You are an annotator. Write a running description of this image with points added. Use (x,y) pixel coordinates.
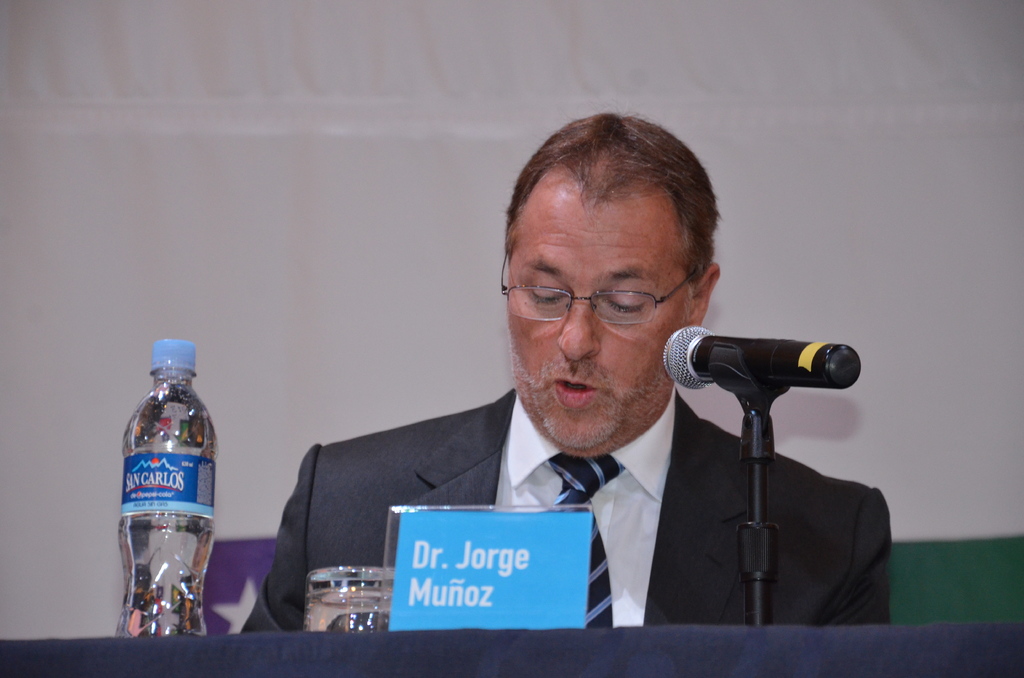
This image I can see a person (565,442) wearing a white shirt (636,506) and black blazer (701,539) sitting at the table (120,638). on the table (447,640) I can see a glass (350,607), a bottle (200,582) and a microphone (775,355). In the background (214,213) i can see the White cloth (243,179).
